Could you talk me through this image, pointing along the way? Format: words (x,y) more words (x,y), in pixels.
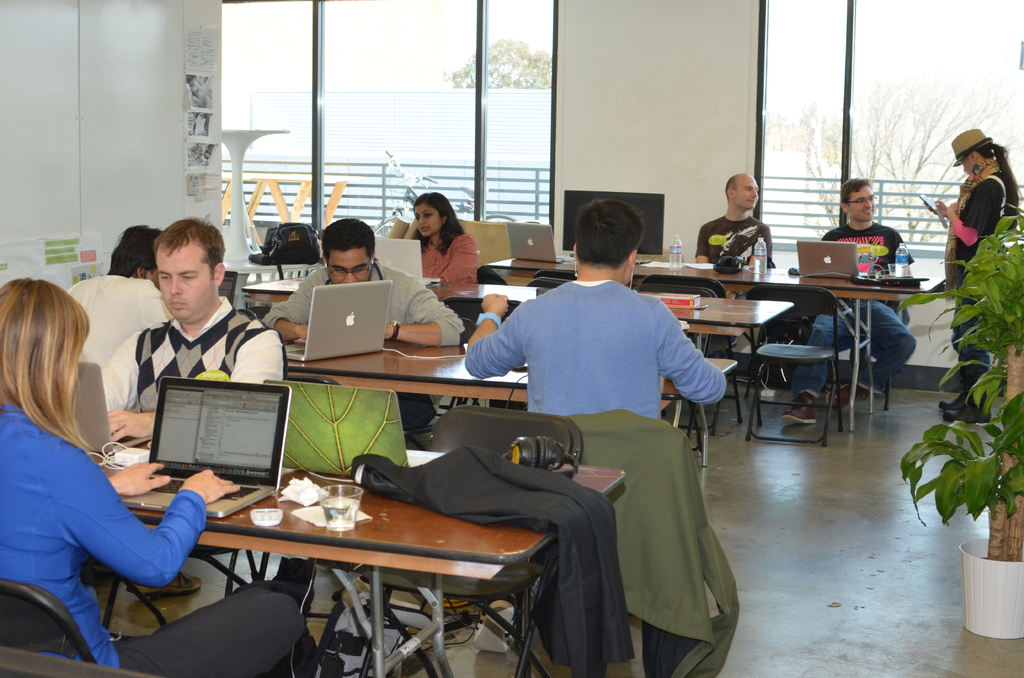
Few people (5,547) are sitting on the chairs (61,615) and working in their laptops (256,484). On the right side (941,429) there is a plant (958,435) and in the left side (310,163) there is a glass wall (399,117).
